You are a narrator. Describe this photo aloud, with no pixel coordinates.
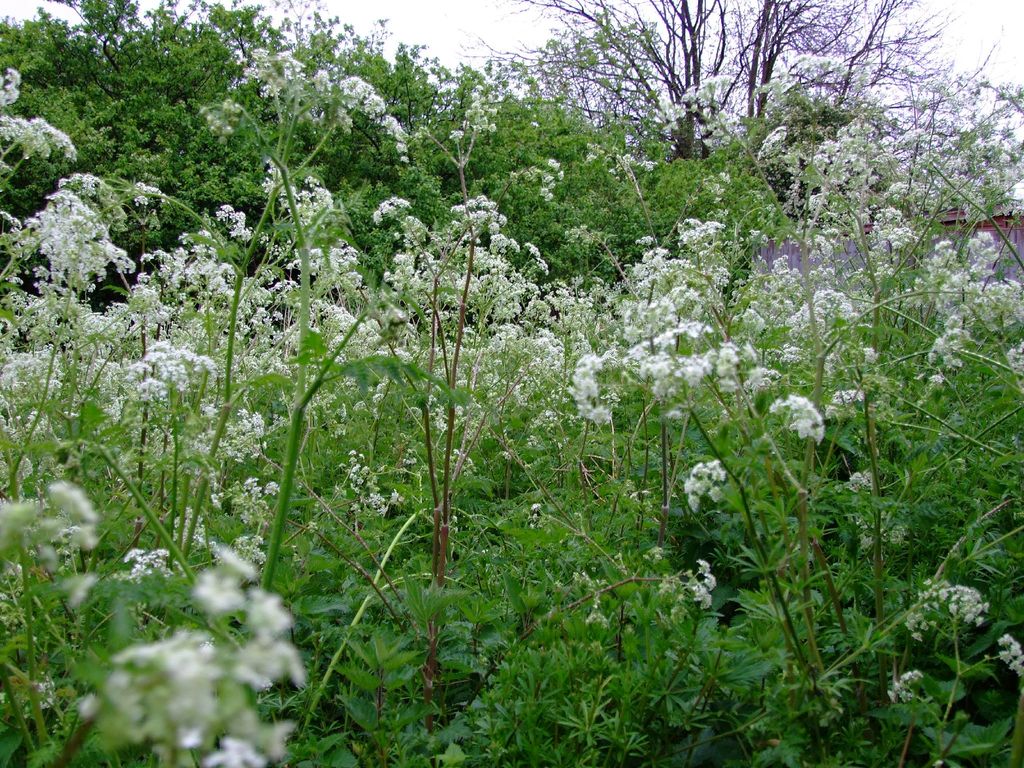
In this picture we can see trees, flowers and we can see sky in the background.
